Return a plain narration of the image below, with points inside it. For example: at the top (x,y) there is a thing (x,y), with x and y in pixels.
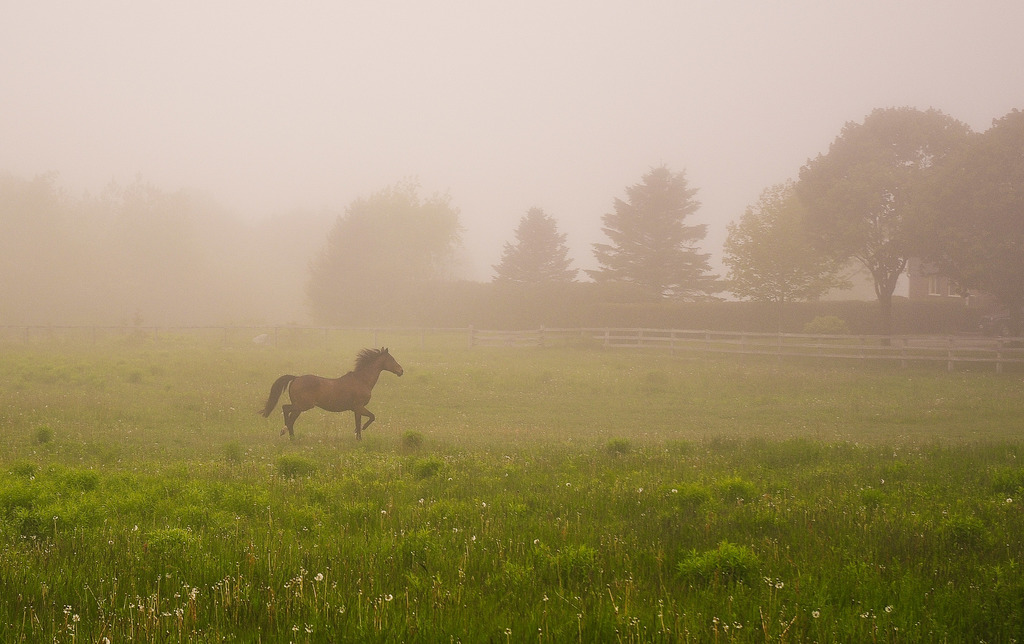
In this picture I can see a horse (328,404), grass (377,389), fence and trees (634,284) on the ground (359,506). On the right side (710,75) I can see a building (952,291) and sky (632,114).
